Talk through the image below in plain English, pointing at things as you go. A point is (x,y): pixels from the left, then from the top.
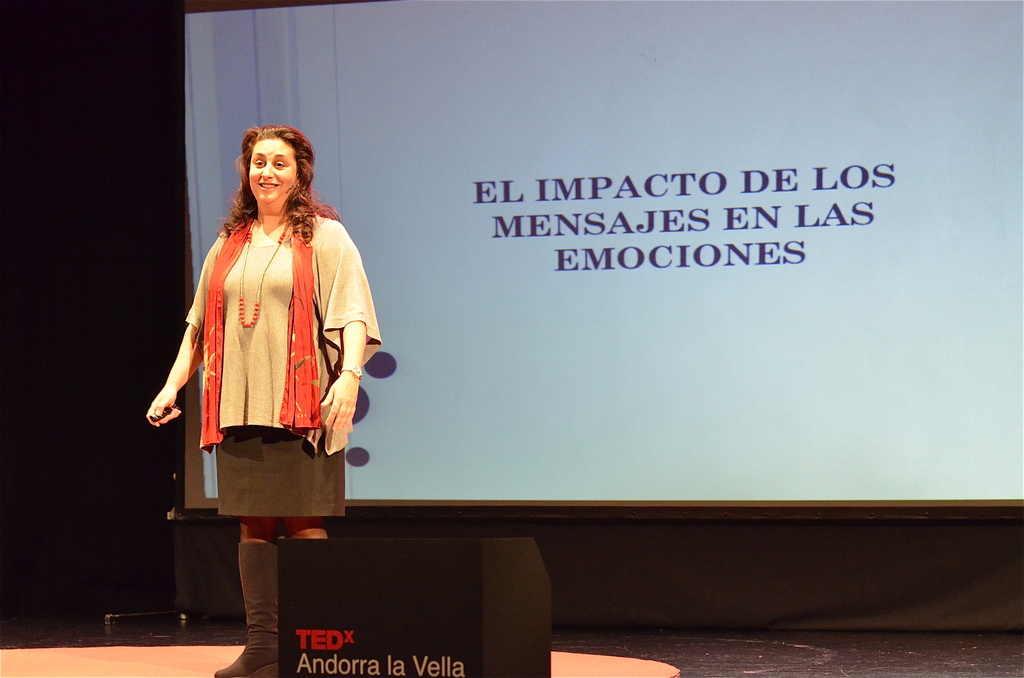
Here we can see a woman (268,340) standing on the floor (77,670) and she is smiling. There is an object (427,633). In the background (598,478) we can see a screen (577,220) and a cloth (878,598).
